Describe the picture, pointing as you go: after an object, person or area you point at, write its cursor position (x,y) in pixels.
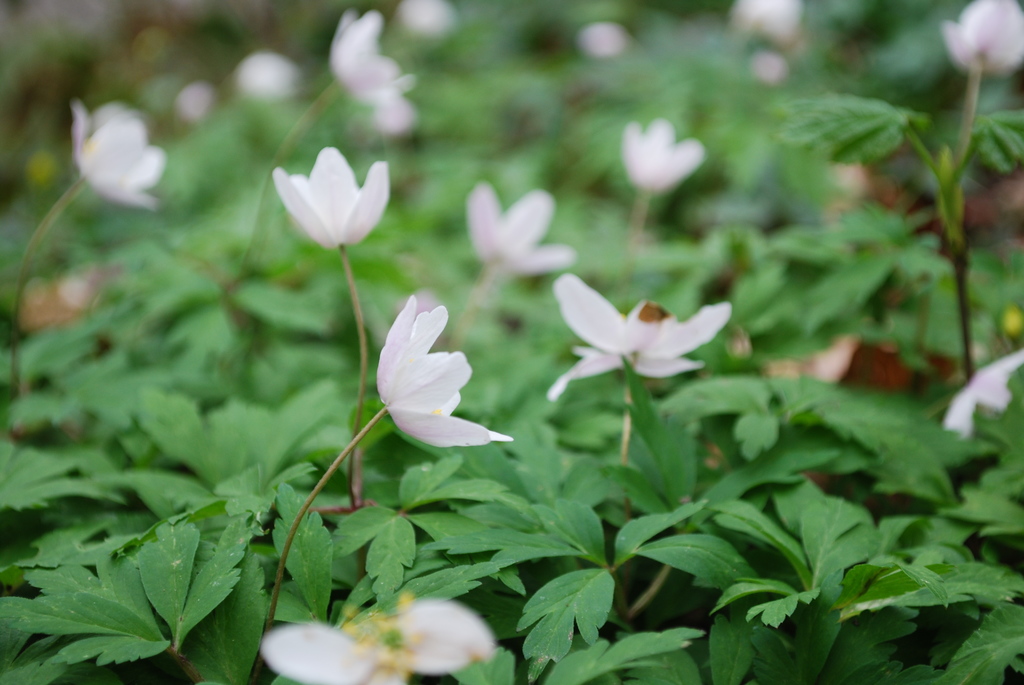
Here we can see plants (597,445) with white flowers (431,27).
